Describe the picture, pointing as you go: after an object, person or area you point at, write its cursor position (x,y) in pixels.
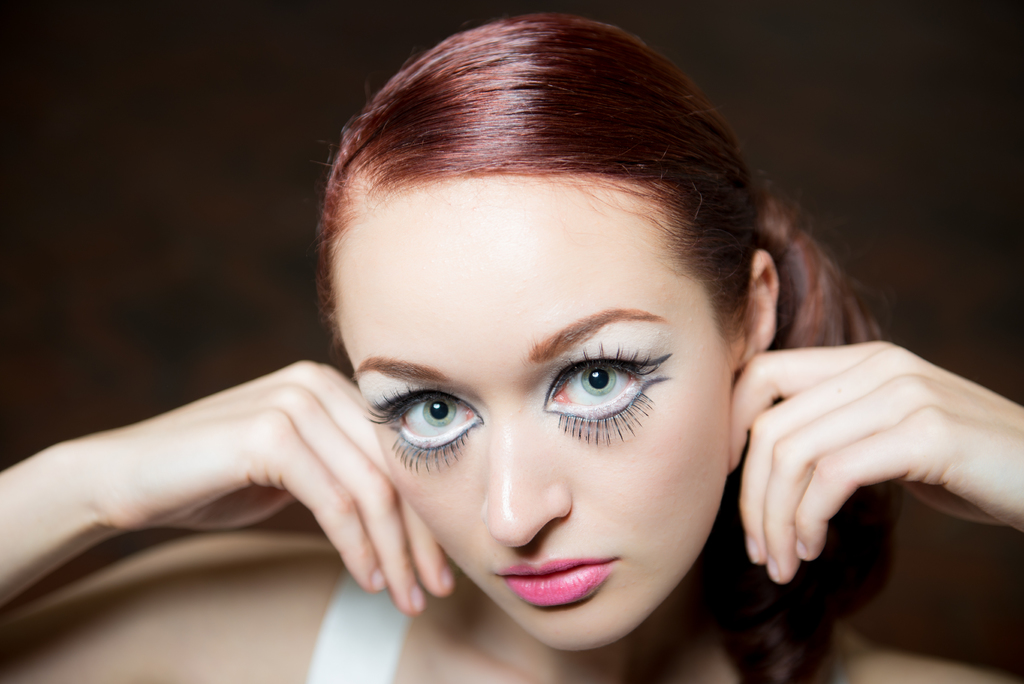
In this picture there is a woman (497,491). She is wearing makeup (569,374) like eyeliner (564,412), eyelashes (569,426) and lipstick (565,574).
